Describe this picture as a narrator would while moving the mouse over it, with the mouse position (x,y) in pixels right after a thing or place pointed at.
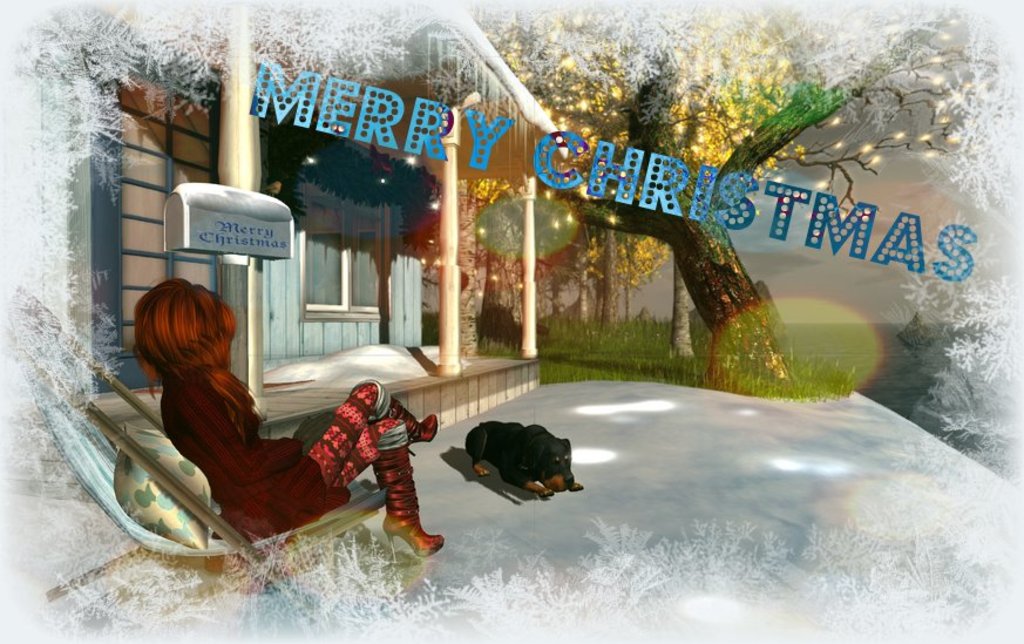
In this picture, we can see an animated image, we can see a person (374,423) sitting on chair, we can see a dog (570,459) on the ground (533,407), house (406,262), poles (532,259) and some objects (228,248) attached to it, we can see ground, grass (662,365), trees (734,284) and the sky (803,309), we can see some text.
